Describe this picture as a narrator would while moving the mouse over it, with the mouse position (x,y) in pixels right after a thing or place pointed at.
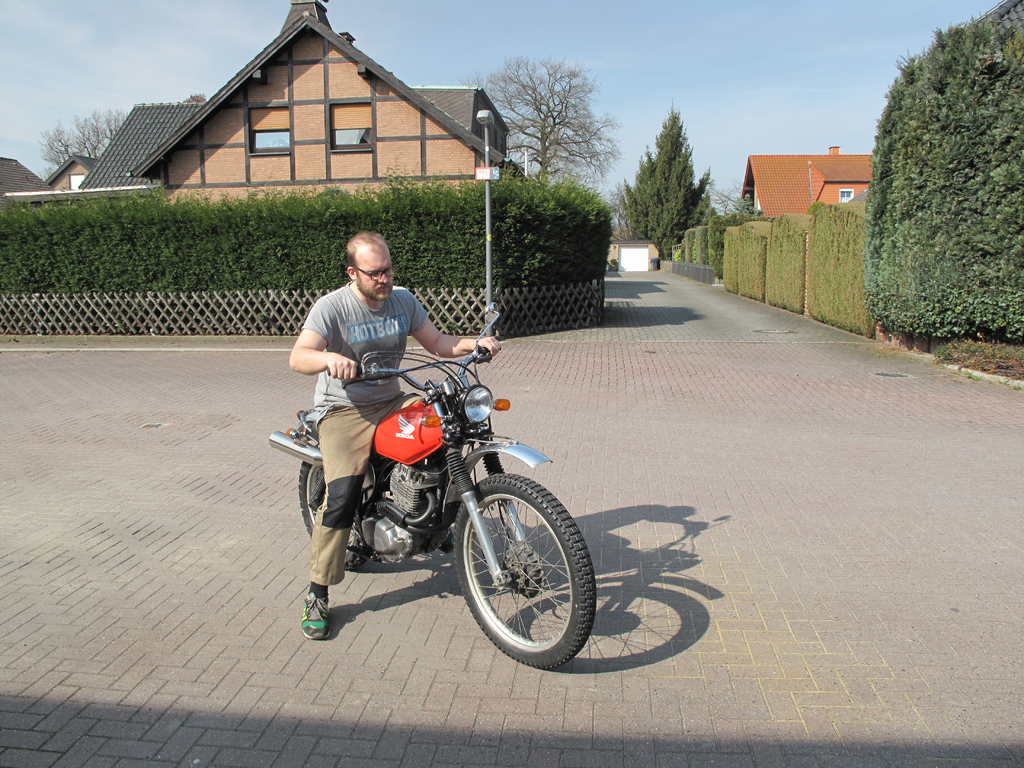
A man (331,338) is riding a bike (343,388) in street (614,589). There some plants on either side of the lane (628,322). There is street light (486,123) at a distance and houses (305,162). Sky (428,51) is looking clear.
